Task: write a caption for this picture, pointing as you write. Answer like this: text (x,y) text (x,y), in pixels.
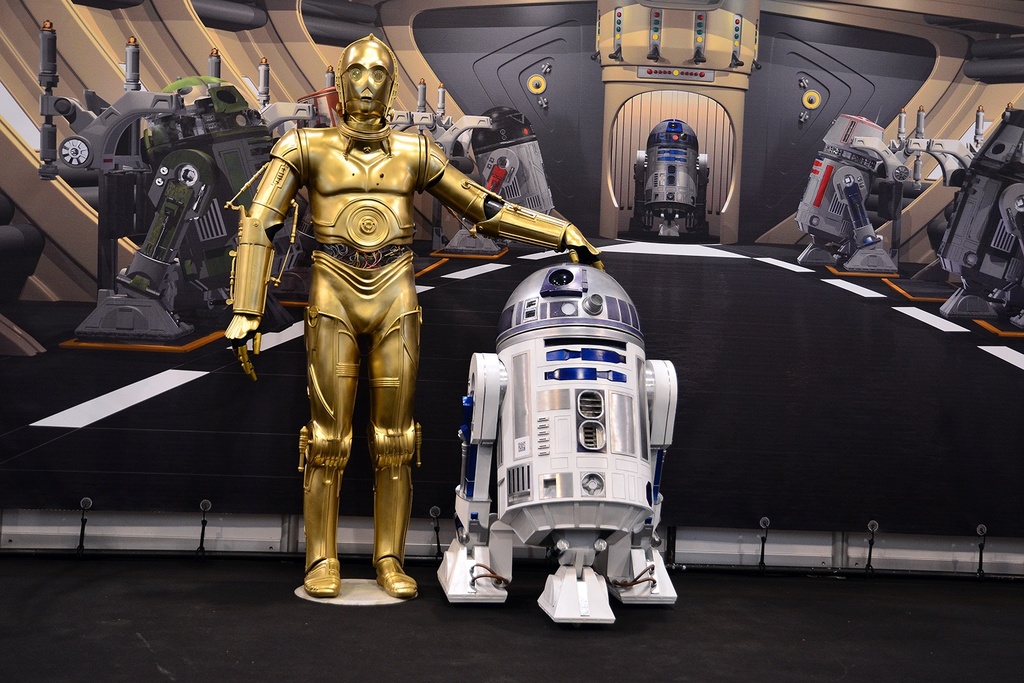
In the center of the image (594,357) we can see a robots (469,406) are present. In the background of the image (691,179) a board (834,288) is there. At the bottom of the image (811,628) floor (542,637) is present.
